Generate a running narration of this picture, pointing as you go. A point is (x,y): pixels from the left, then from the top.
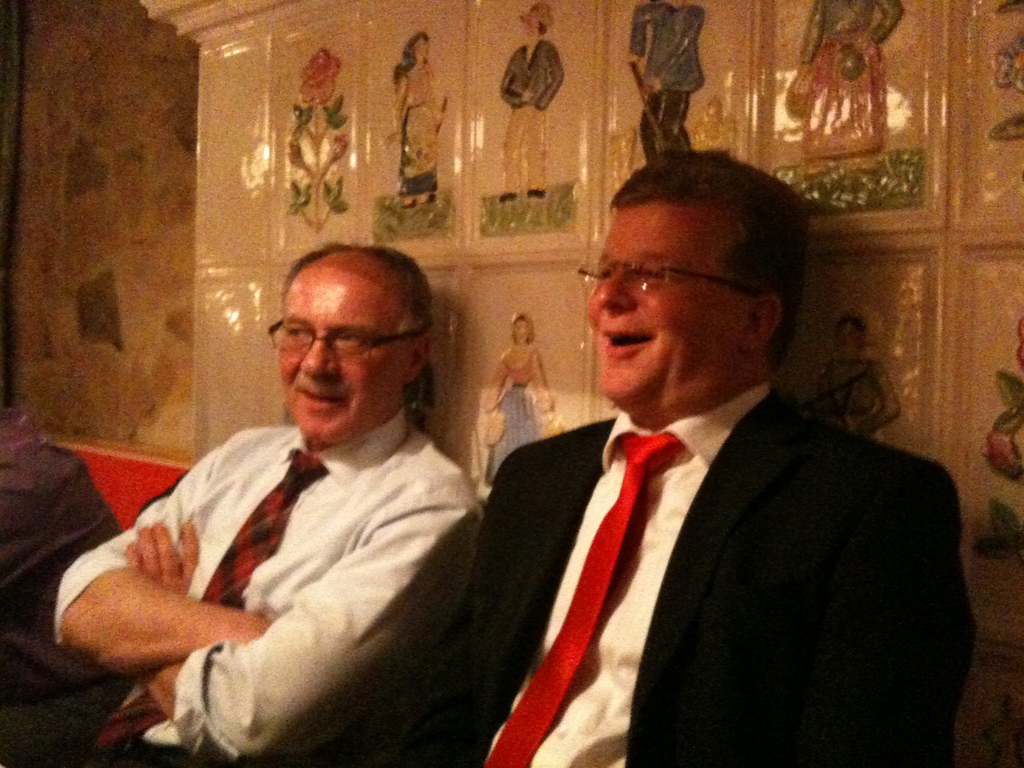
In this image we can see two persons (389,380), behind them, we can see the wall (459,119), there are some pictures (532,108) on it.
